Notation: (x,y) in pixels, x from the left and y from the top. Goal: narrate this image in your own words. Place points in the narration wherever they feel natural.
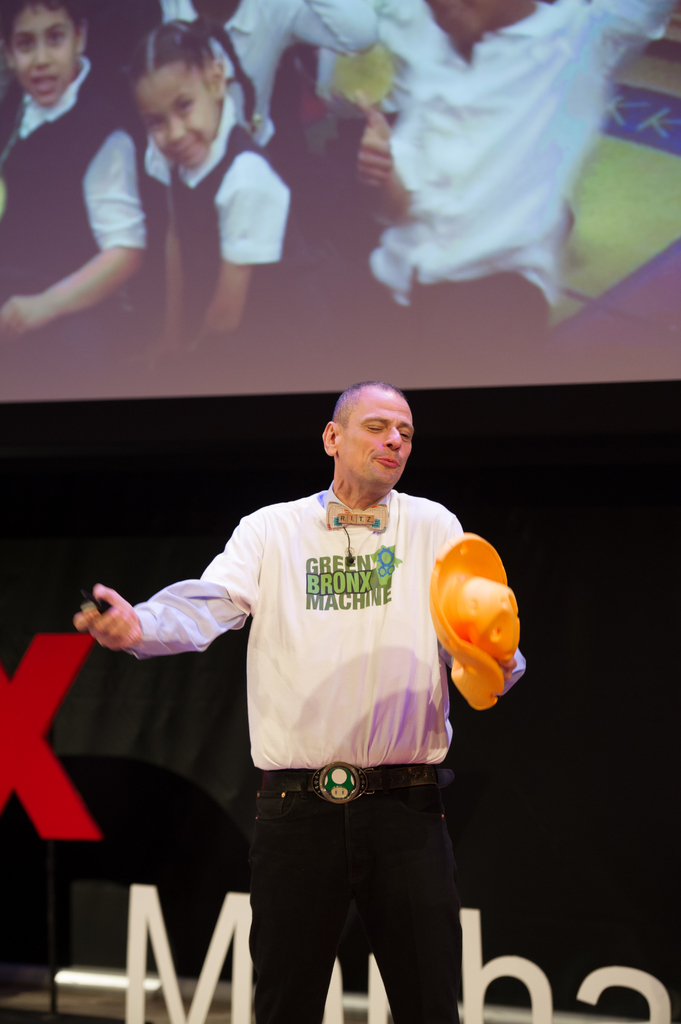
The person (324,683) wearing white dress (387,636) is standing and holding an orange color object (474,629) in his hand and there is a picture (255,110) of few kids (266,173) displayed behind him.
